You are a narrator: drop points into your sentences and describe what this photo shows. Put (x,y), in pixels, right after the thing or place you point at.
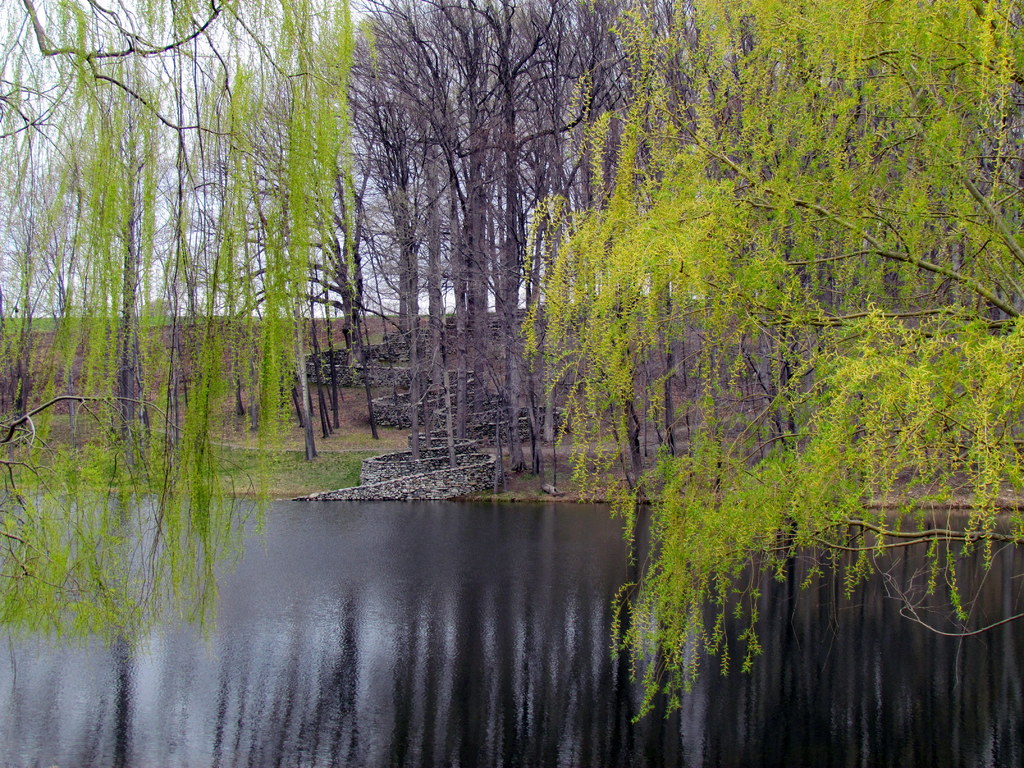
In this image, we can see so many trees (758,399), grass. At the bottom (606,627), there is water (442,705). Background we can see the sky (201,218).
